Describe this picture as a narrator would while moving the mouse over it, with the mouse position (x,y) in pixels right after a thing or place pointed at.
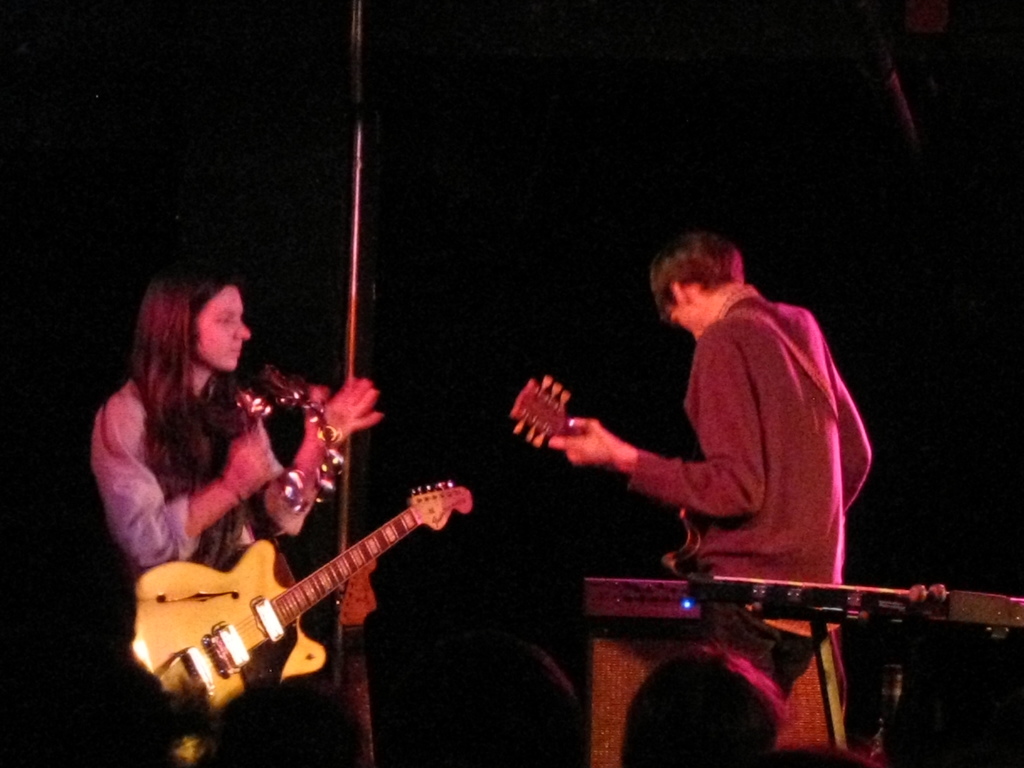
In this image there is a woman (223,496) standing and playing a tambourines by wearing a guitar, another man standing and playing a guitar (682,569).
